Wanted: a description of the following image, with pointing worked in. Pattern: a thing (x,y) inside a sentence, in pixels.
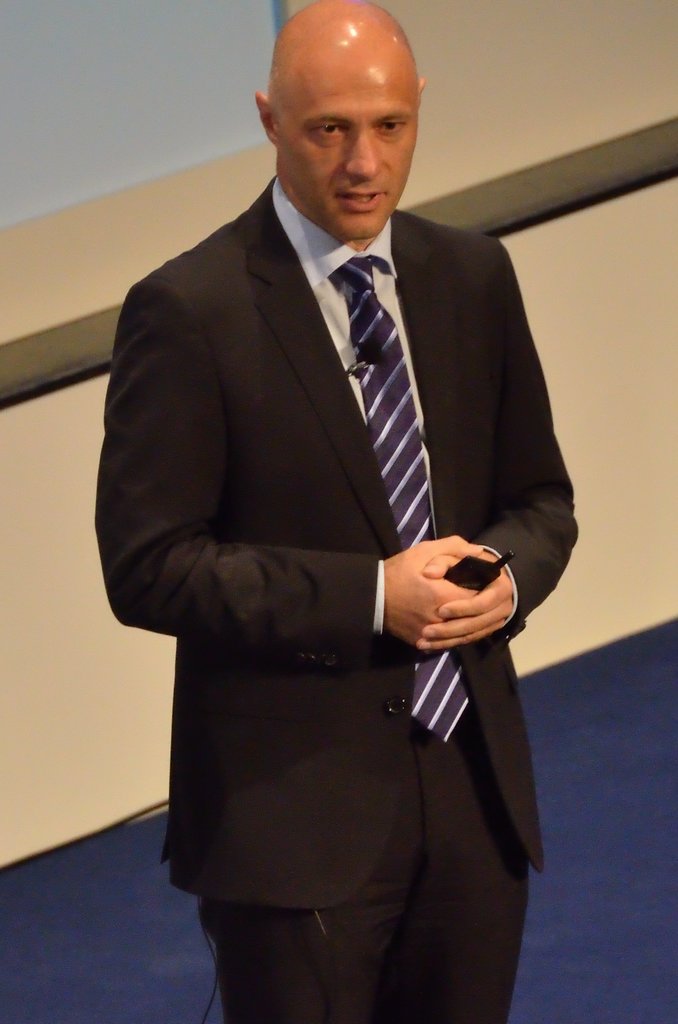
In this image a person (265,217) is standing on the floor (136,915). He is holding a mobile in his hand (441,601). He is wearing suit (448,312) and tie (380,365). Behind him there is wall (582,364).
